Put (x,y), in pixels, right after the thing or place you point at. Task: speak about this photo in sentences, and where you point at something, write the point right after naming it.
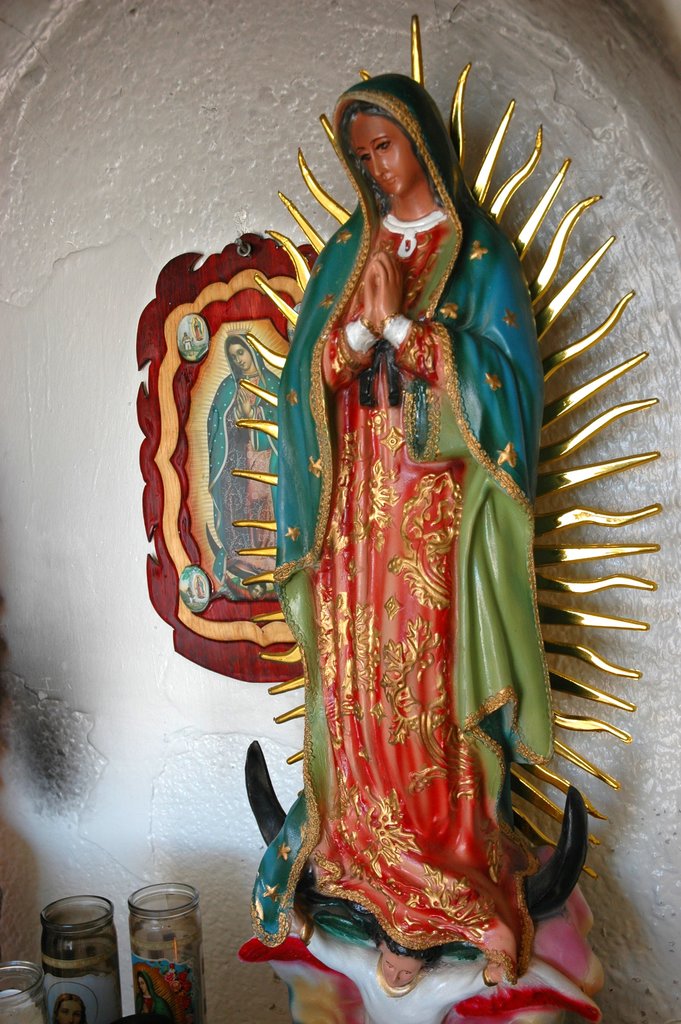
In this image there is a sculpture (414,952), glass jars (63,971), and a frame (241,643) attached to the wall (121,313).
